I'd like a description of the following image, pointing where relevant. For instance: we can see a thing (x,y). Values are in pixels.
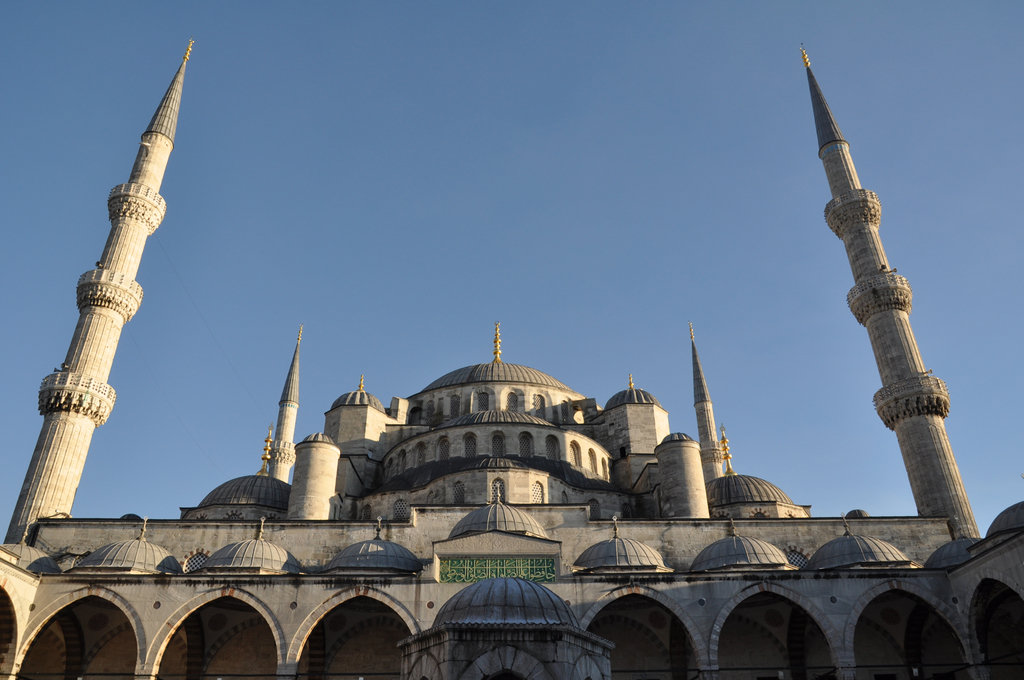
In this image we can see a building (575,538). In the background (460,348) there is sky (266,224).
